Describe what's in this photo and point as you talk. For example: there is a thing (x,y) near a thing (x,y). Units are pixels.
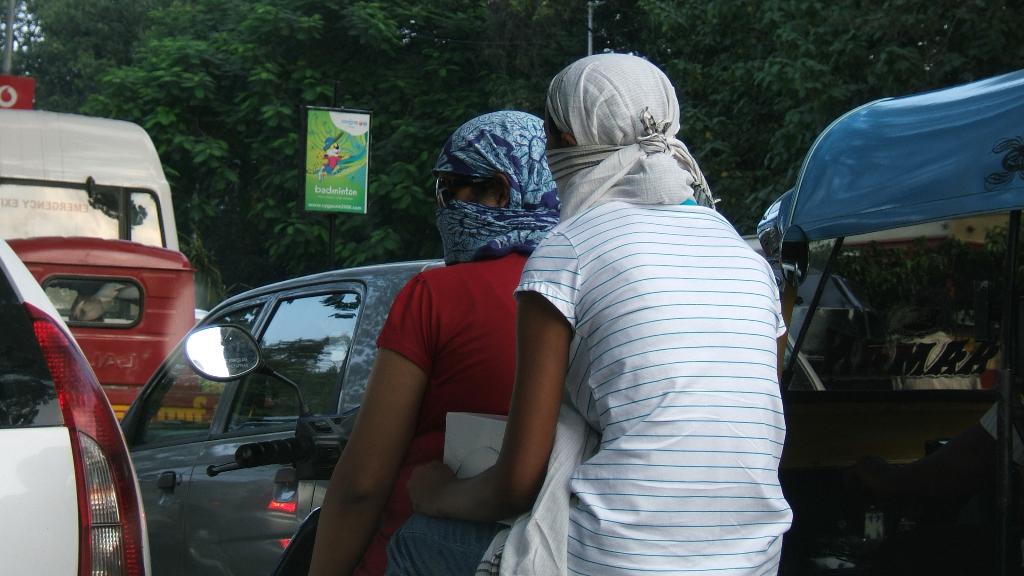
In this image there are a group of vehicles (72,492) and in the foreground (557,418) there are two woman (513,356) who are sitting on a bike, and in the background (381,124) there are some trees (408,83) board (362,120) and pole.
